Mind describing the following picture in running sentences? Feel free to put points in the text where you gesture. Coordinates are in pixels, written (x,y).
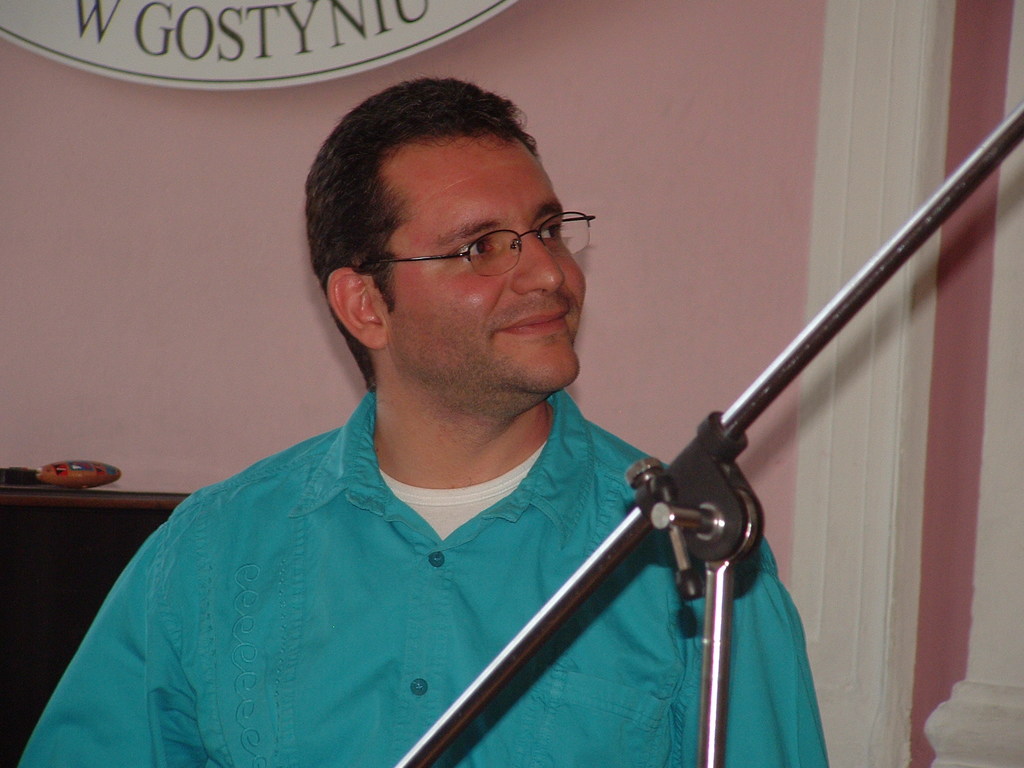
In this image I can see the person (239,581) with the white and green color dress (318,597). I can see the metal rods (596,592) in-front of the person (603,639). In the background (54,559) I can see few objects (67,482) on the table (130,500) and there is a board (215,52) to the wall (261,154).
